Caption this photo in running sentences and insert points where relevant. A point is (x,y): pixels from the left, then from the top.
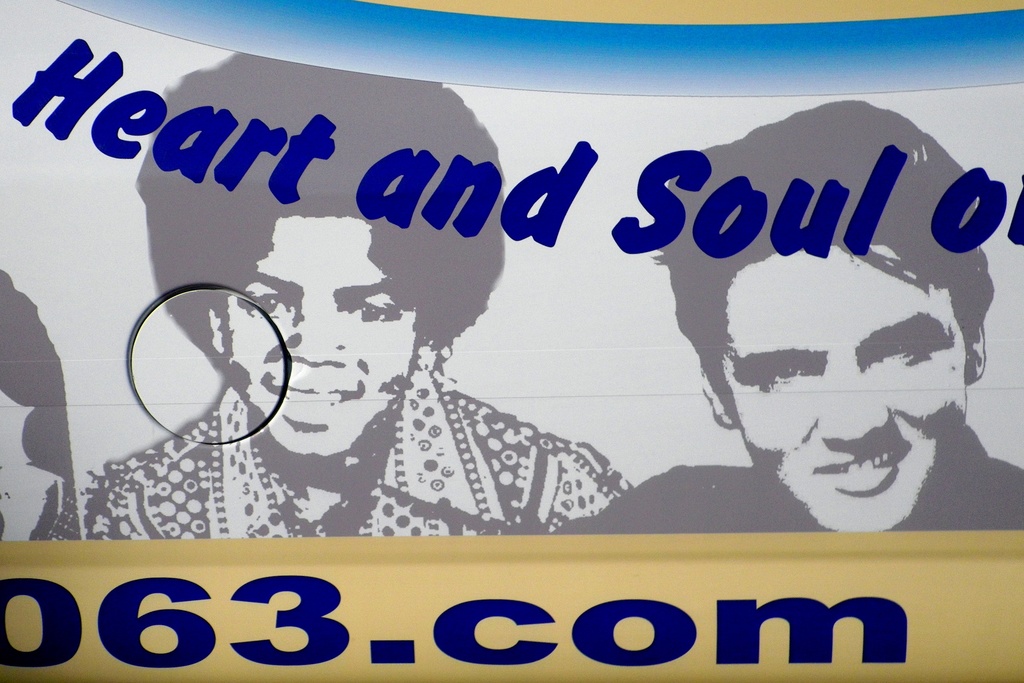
There is a poster (326,199) having images (873,299) of two persons (224,204) who are smiling. And there are violet color texts (256,588) on it.
